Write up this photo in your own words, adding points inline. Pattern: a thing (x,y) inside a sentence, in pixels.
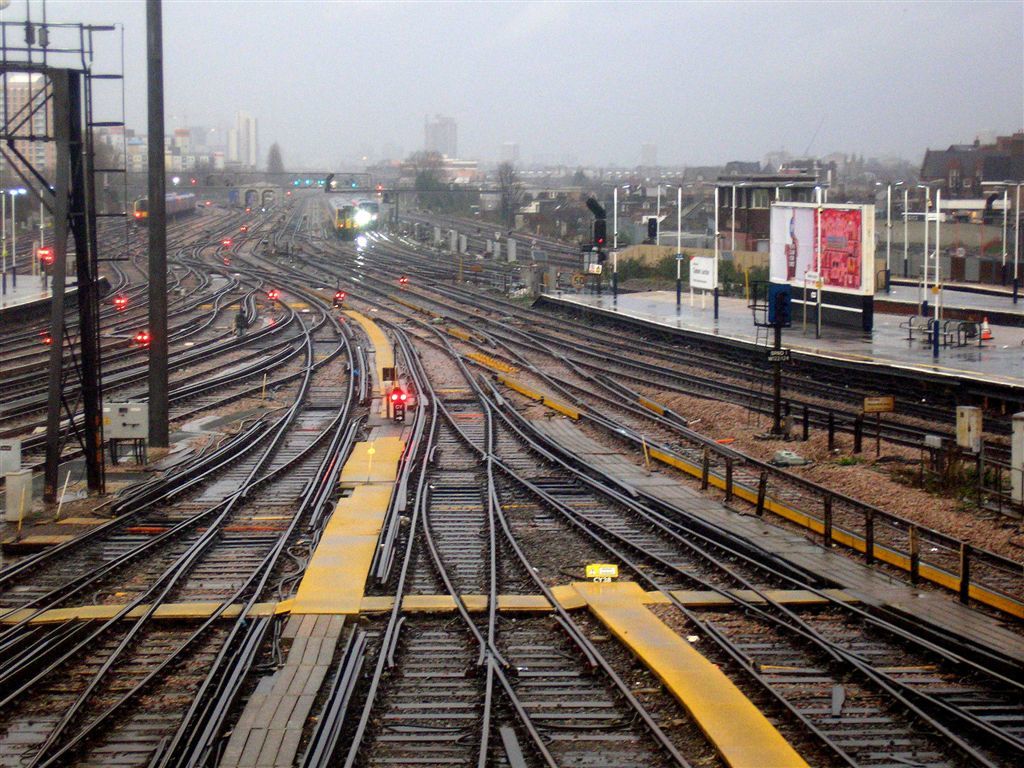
In this picture we can see the railway tracks (488,383), poles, rods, boards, lights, trains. In the center of the image (645,266) we can see the buildings (454,177), trees (843,170). At the top of the image (856,9) we can see the sky (668,91). On the right side of the image (1012,330) we can see the footpath (969,357) and divider cone (988,331).
